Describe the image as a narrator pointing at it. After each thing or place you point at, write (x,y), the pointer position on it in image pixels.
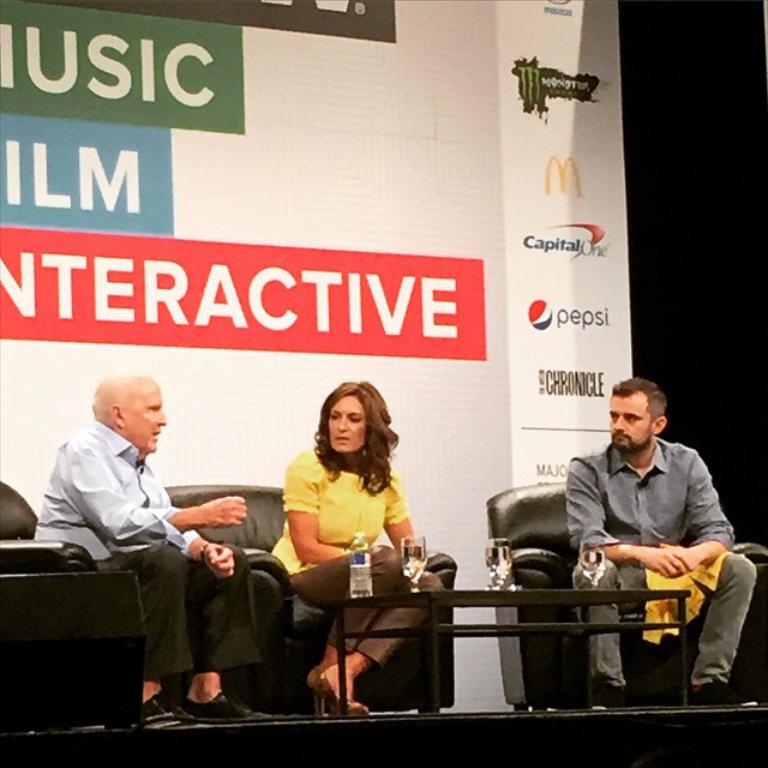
In the center of the image (317,474) there are three people (310,581) sitting on the sofa (334,610). There is a table (515,597) placed before them. We can see glasses (412,567), bottle (357,589) placed on the table (428,641). In the background (411,310) there is a board (351,223).
